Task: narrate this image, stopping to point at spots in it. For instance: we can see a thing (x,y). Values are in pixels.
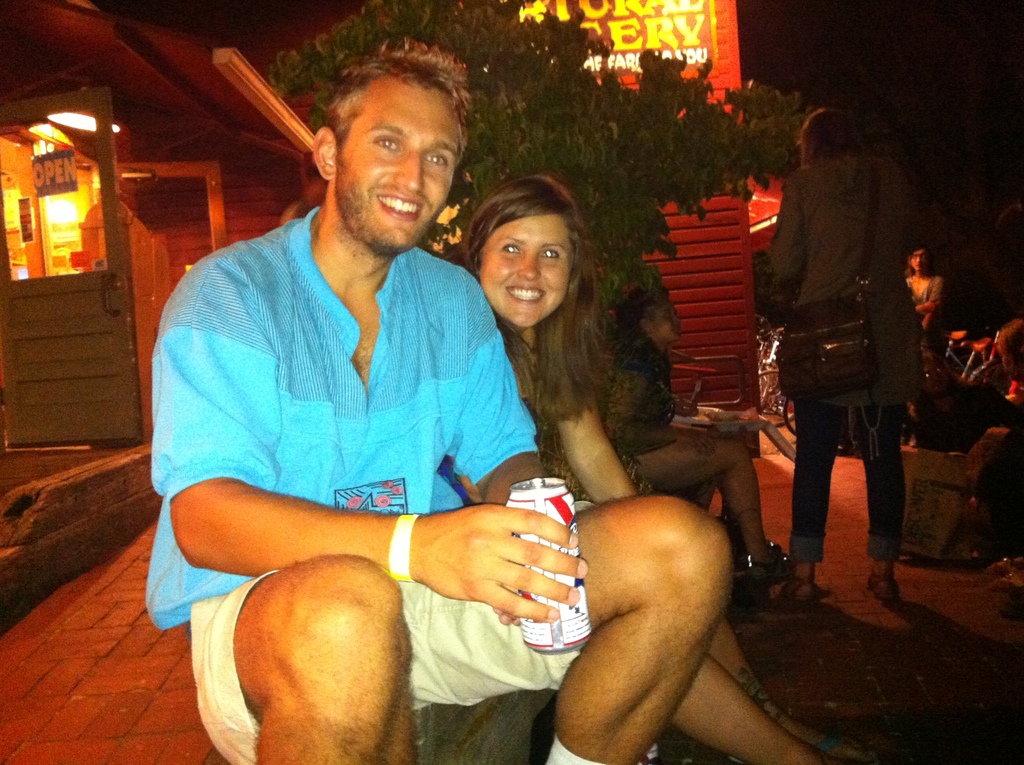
In the image we can see there are people (445,553) sitting on the footpath (78,758) and a man (544,581) is holding beer can (553,623) in his hand (558,600). Behind there is shop (118,195) and there is a door (41,246) on which it's written ¨Open¨. Behind there is a tree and there are other people (679,320) sitting on the chair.
